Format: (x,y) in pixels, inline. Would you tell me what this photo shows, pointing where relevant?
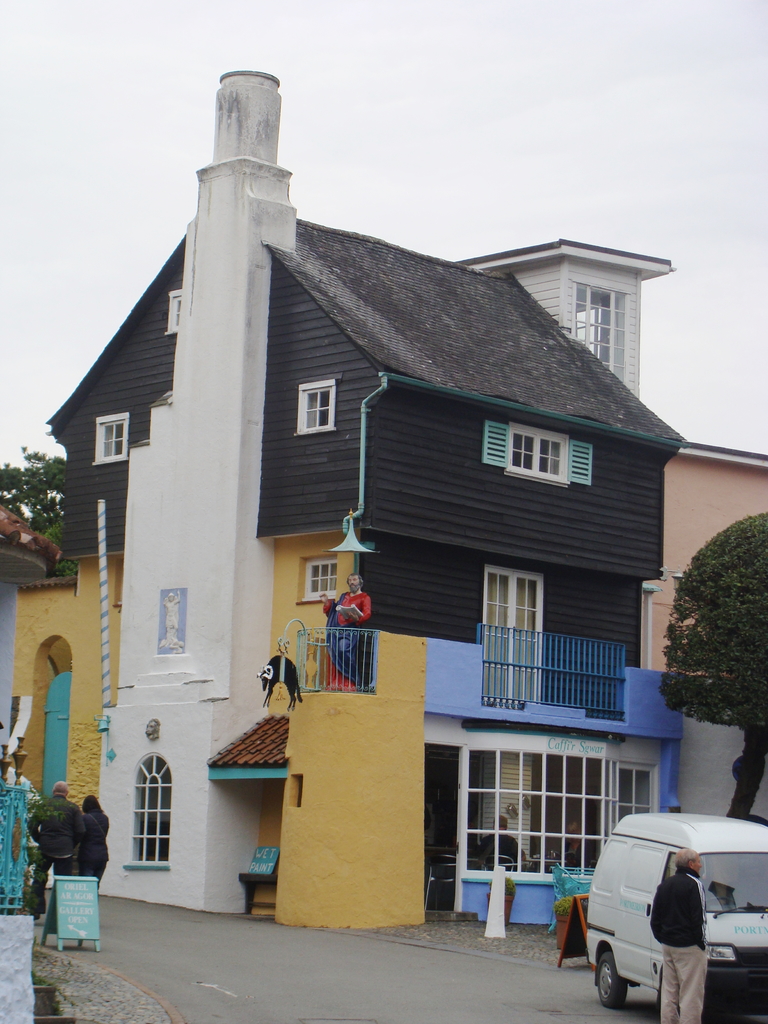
In the center of the image (418,605) there is a building (352,869) and we can see a man (352,670) standing in the balcony (374,657). On the left (43,941) there is a board (93,937) and we can see people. On the right (620,983) we can see a vehicle (763,945) on the road (447,990). In the background (725,652) there are trees (38,510) and sky (248,50).
